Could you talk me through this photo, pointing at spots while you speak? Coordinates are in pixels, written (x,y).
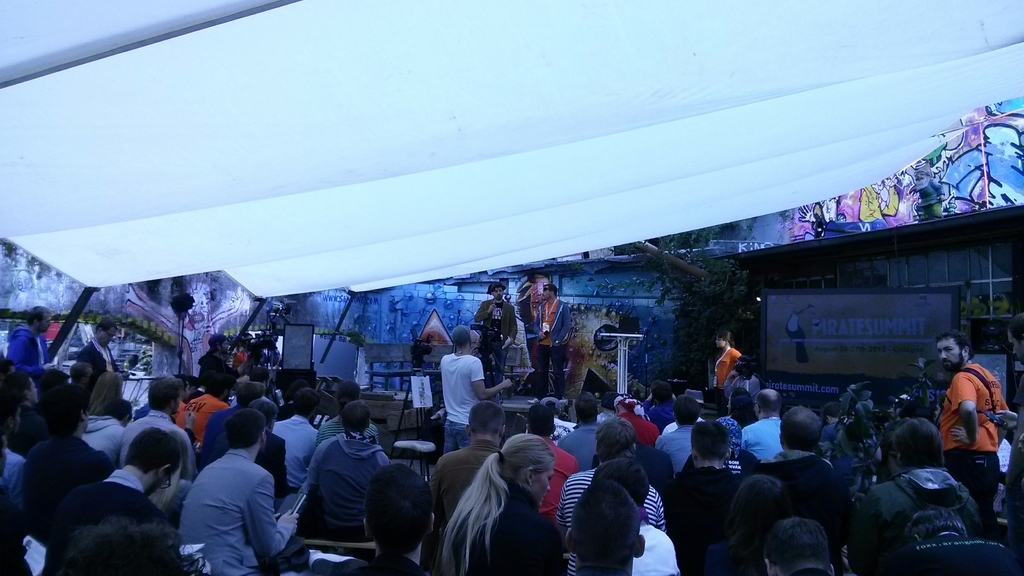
some event is going on, many people (217,408) were sitting under a shelter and in front of them two people (549,335) were performing on the stage (530,387), there are many equipment (415,340) around them. On the right side (1000,249) there is a wall (917,237) and above the wall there is some graffiti (966,152) done to a surface (878,207).
